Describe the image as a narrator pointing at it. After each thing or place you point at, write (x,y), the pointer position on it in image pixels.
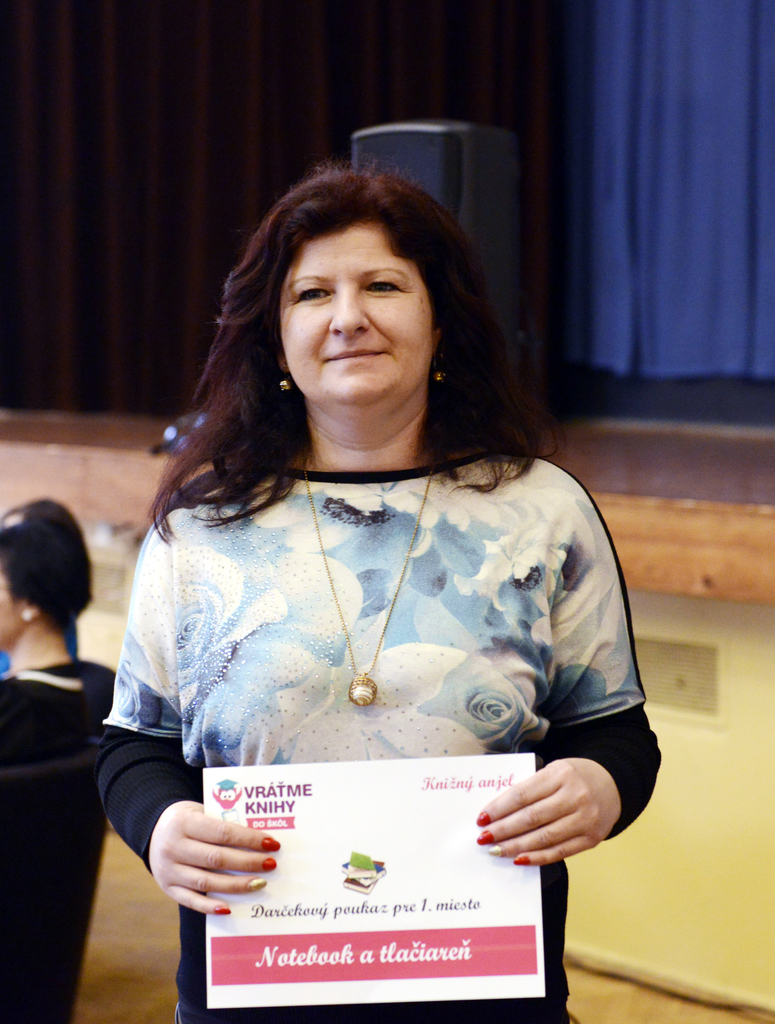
In this image we can see a woman (357,593) holding a board (322,898) and we can also see some text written on it.
